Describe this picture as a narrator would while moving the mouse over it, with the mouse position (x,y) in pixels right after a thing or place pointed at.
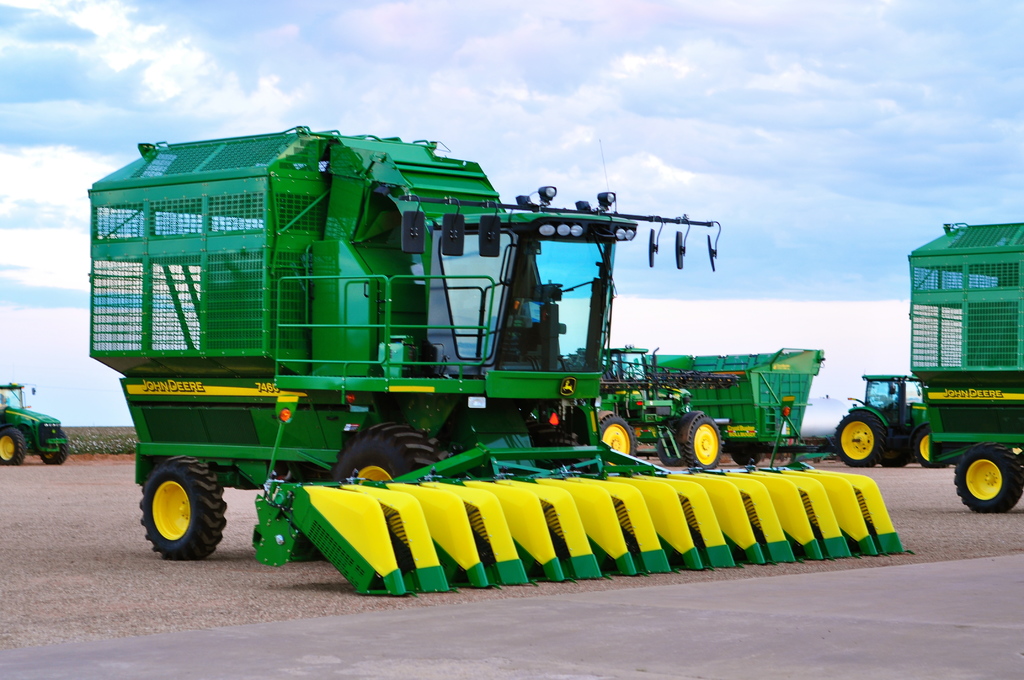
In this image there are many vehicles (229,433). The sky (607,126) is cloudy. In the background (891,380) there are many tractors (48,451).
